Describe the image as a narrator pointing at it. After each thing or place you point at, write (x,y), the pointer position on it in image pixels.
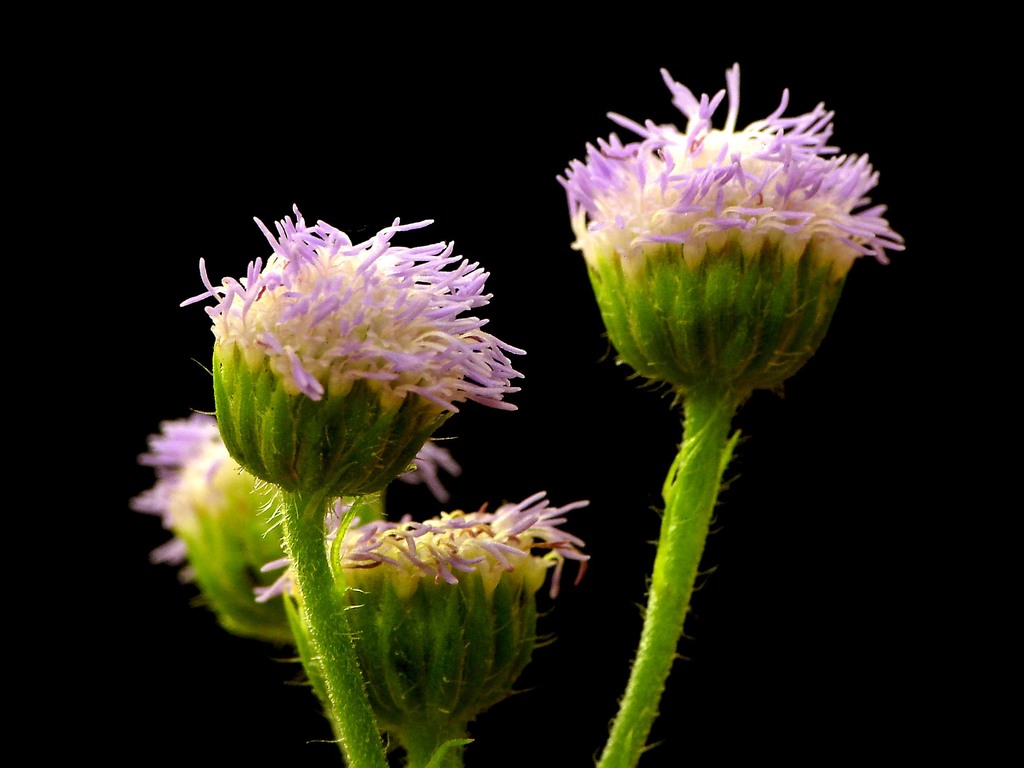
There are some white and violet color flowers (342,372) with stem (651,627). In the background (354,170) it is dark.
